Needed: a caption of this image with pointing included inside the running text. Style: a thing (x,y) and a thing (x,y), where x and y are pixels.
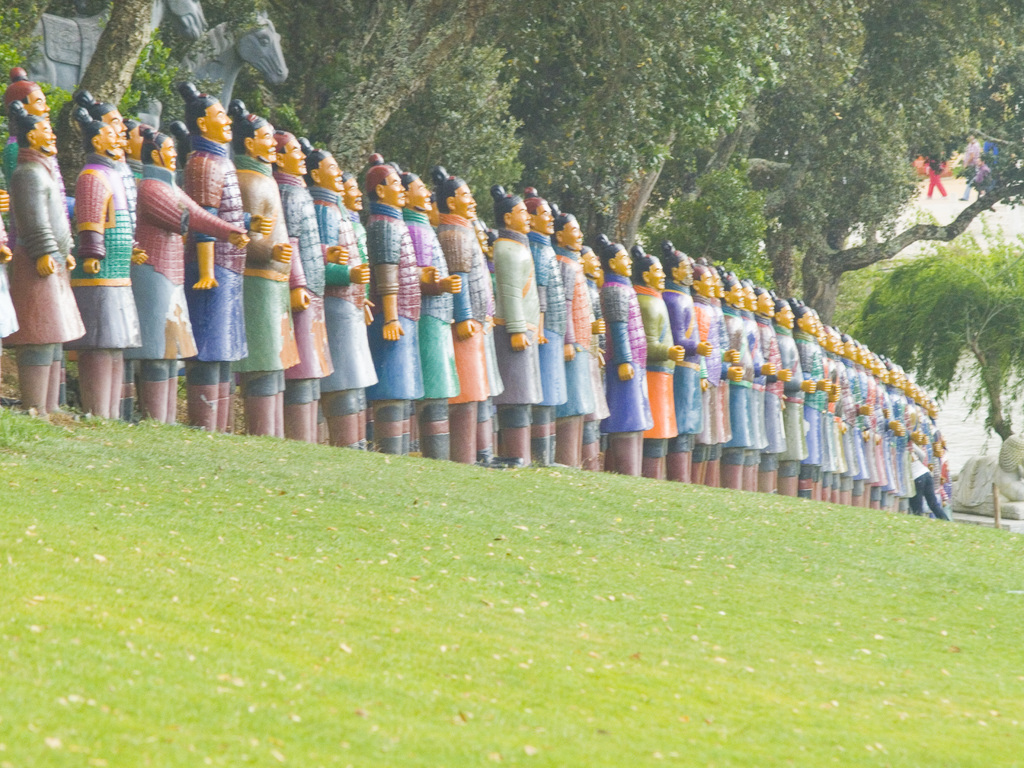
In this picture, on the left side (295,290), we can see a group of statues (553,354), trees (376,132), person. On the right side (976,344), we can see some trees (973,285). At the top (872,144), we can see trees (872,144), at the bottom (595,631) there is a grass (328,478).
